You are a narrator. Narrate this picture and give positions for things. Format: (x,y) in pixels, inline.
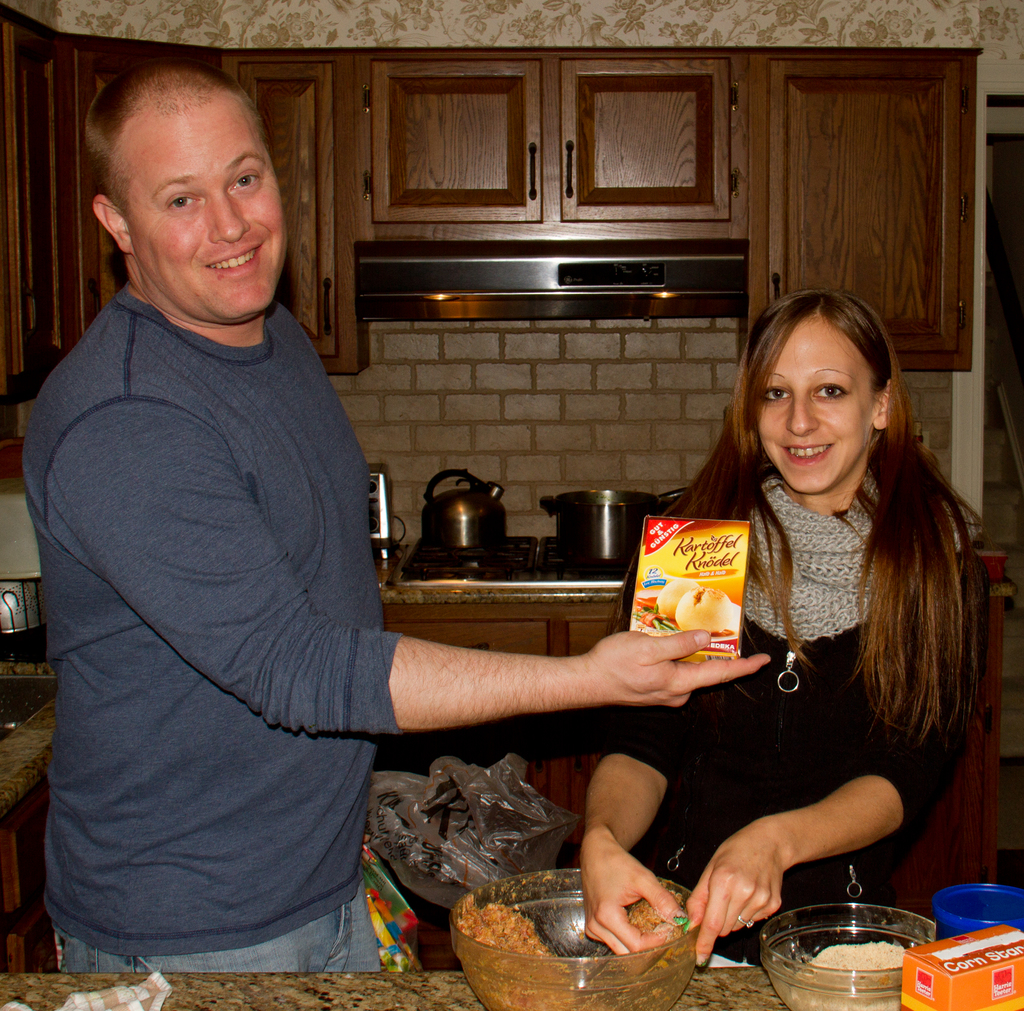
In this picture I can see a man (367,481) and a woman (758,523) standing in front (322,619) and I see that, the man (333,626) is holding a box (667,560) and I see something is written on it. I can also see that both of them are smiling and the woman (769,455) is holding brown color food (635,920). On the bottom of this picture (375,986) I can see the counter top (266,1008), on which there are bowls (559,996) and another box (955,1002). In the background (794,213) I can see the drawers (354,139), few utensils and the wall (541,427).
